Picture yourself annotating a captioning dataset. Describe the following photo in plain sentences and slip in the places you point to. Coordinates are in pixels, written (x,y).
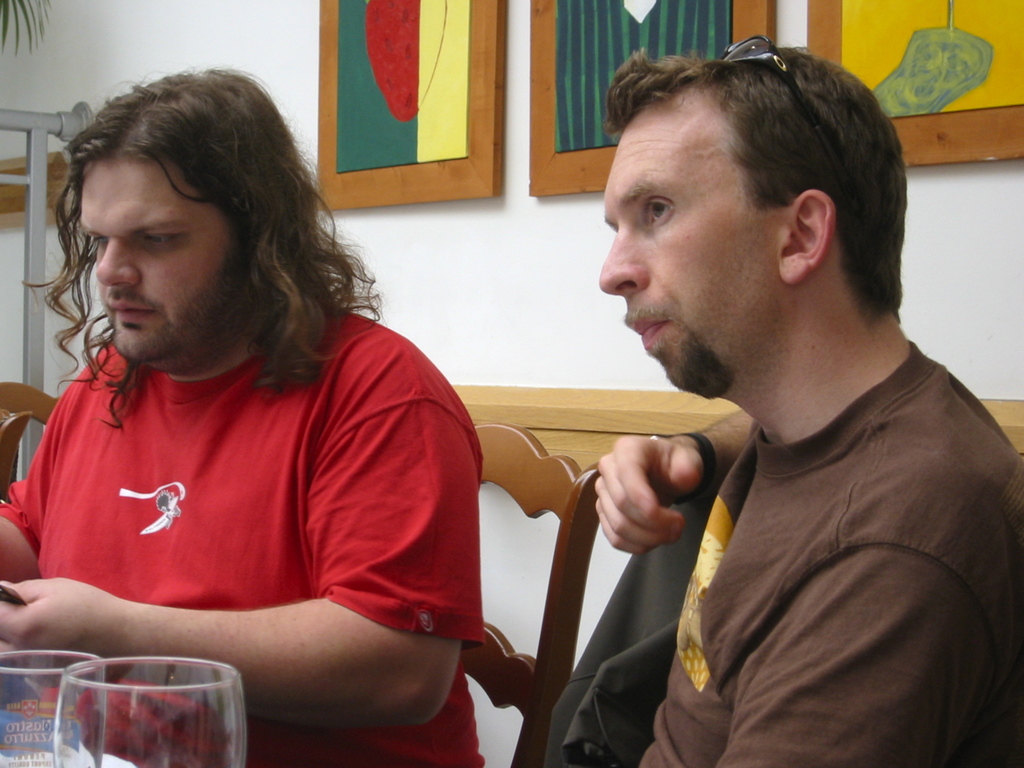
In the image in the center (375,463) we can see two persons (104,444) were sitting on the chair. And on the left bottom, we can see two wine glasses (168,668). In the background (572,138) there is a wall (223,36), photo frames (928,47), fence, plant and few other objects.
